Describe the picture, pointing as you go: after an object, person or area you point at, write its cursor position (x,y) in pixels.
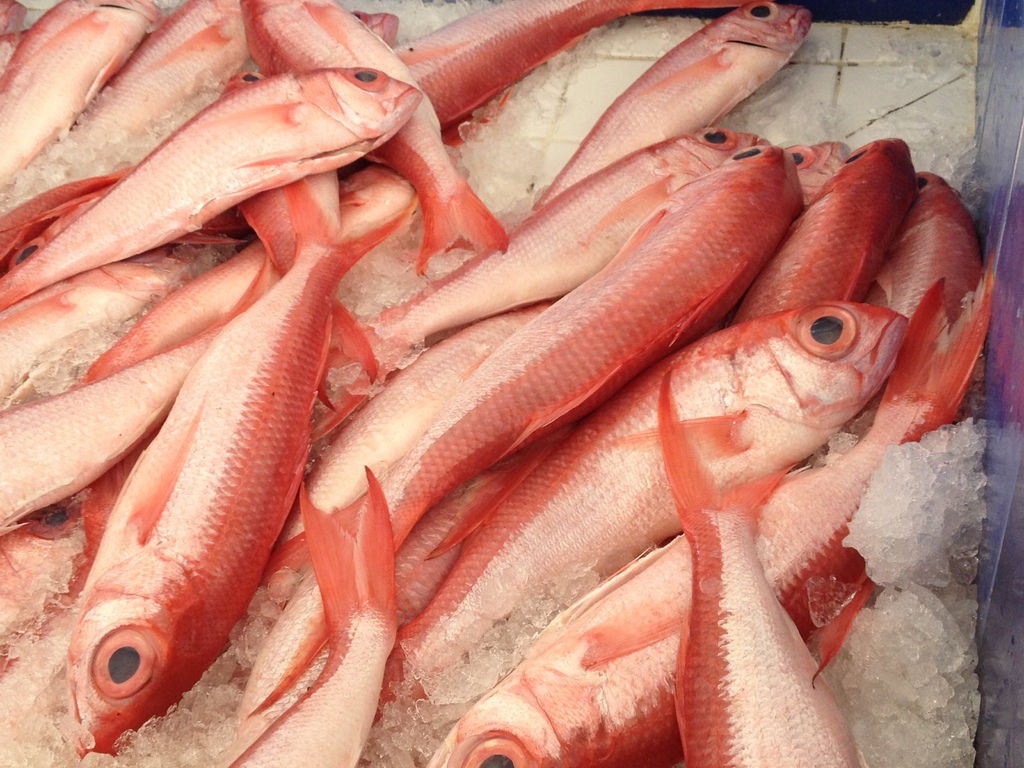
In this image, we can see there are fishes (247,470) in red and white color combination arranged on the surface (151,756) of the ice pieces (778,86). And the background (929,72) is white in color.
